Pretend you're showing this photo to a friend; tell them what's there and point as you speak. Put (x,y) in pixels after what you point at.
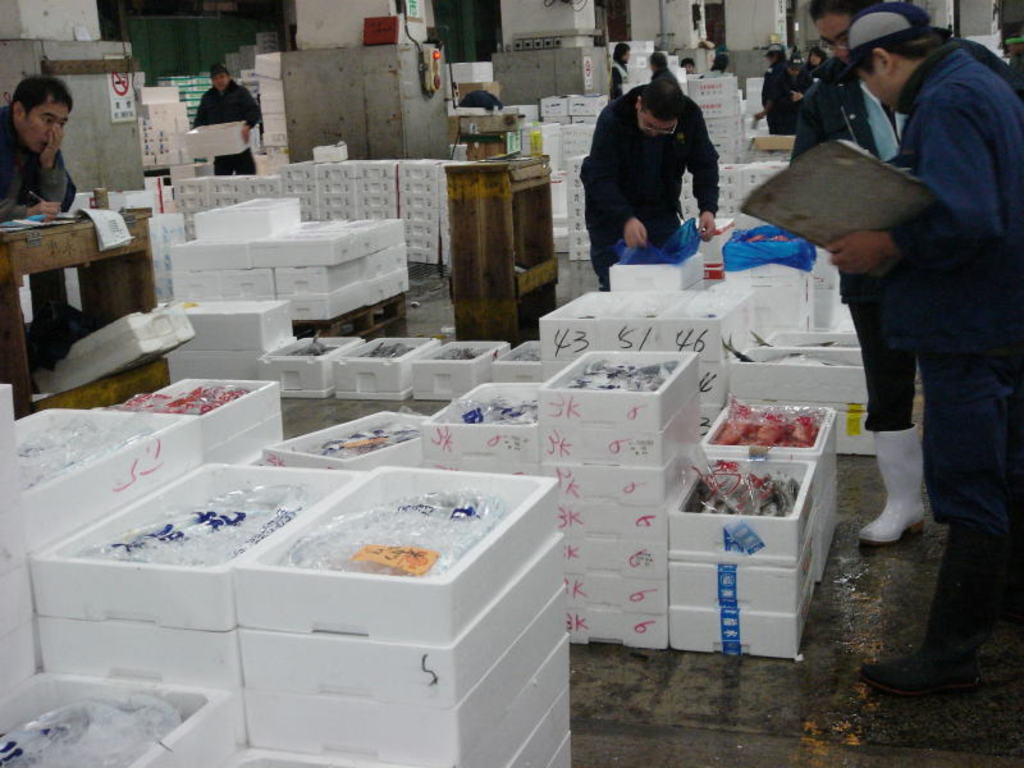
In this image there are group of people (999,408) standing, there is a person (59,87) sitting, there are some objects (460,153) on the tables (17,269), there are sign boards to the pillars (44,56), there are so many items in the boxes (390,364).
